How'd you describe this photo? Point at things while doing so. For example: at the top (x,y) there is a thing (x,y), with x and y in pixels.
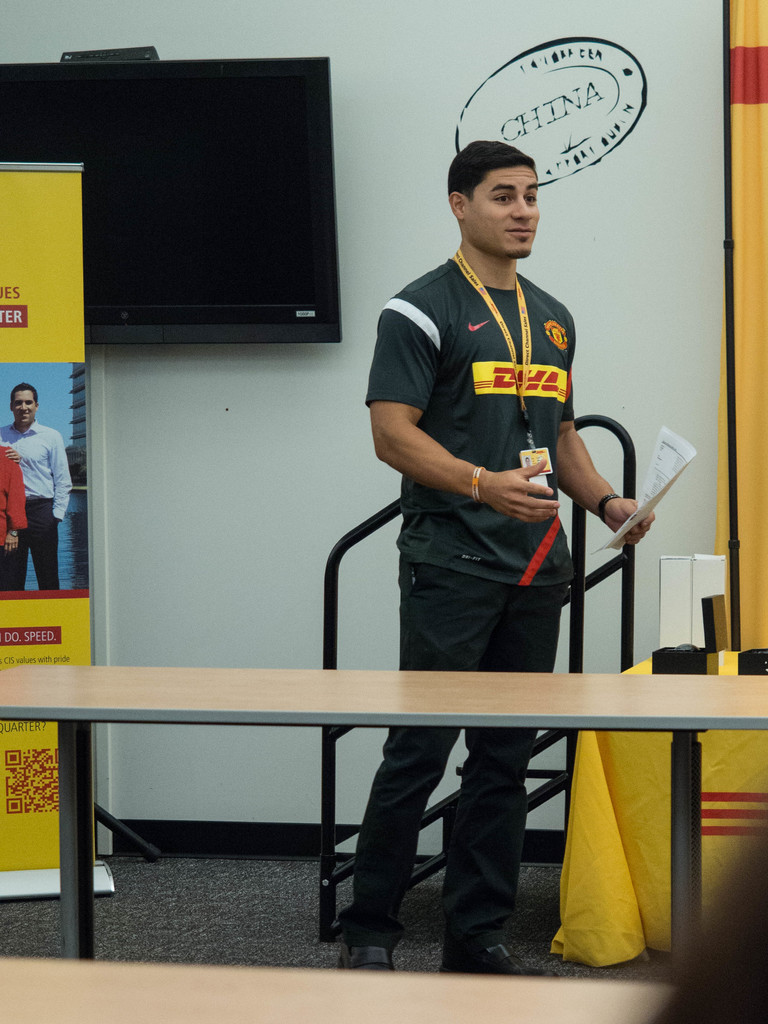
In this image I can see a person (493,384) wearing a t-shirt (463,362), pant (438,643) and shoes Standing and holding few papers (673,473) in his hand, I can see a table (446,698). in the background (226,532) i can a banner (38,270), a television (134,138) and the wall (430,83).
